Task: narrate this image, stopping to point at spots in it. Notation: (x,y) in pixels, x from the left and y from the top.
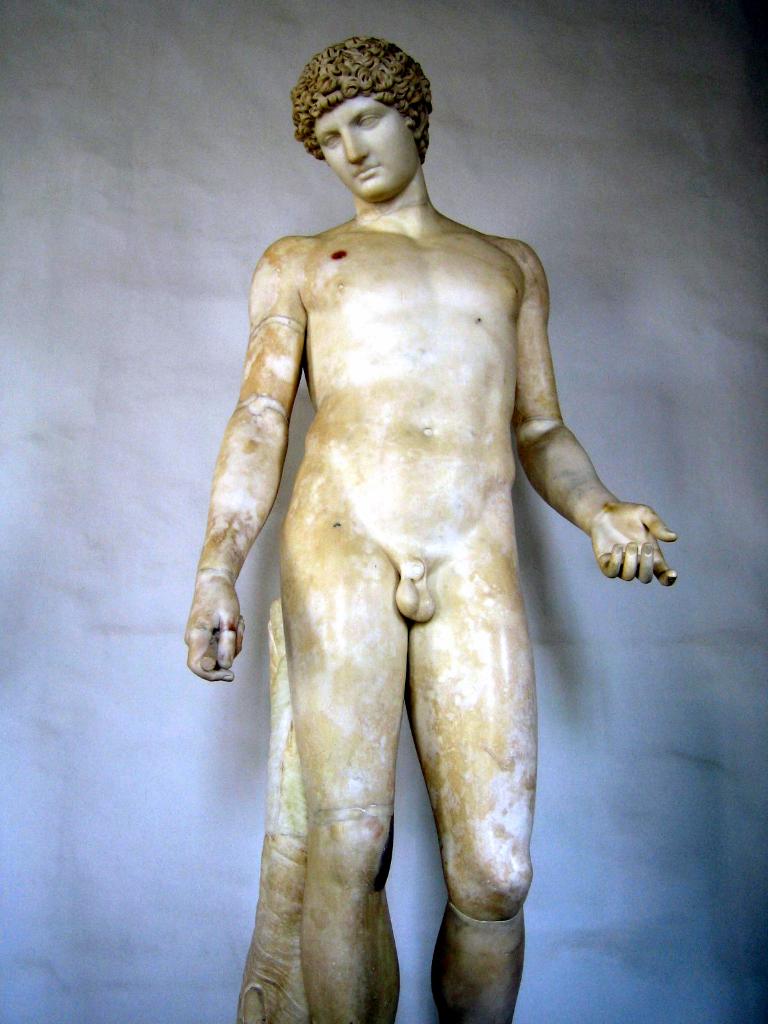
In this image I see a sculpture (347,339) of a man (388,211) and I see that it is of white and brown in color and in the background (264,231) I see the white wall (41,351).
